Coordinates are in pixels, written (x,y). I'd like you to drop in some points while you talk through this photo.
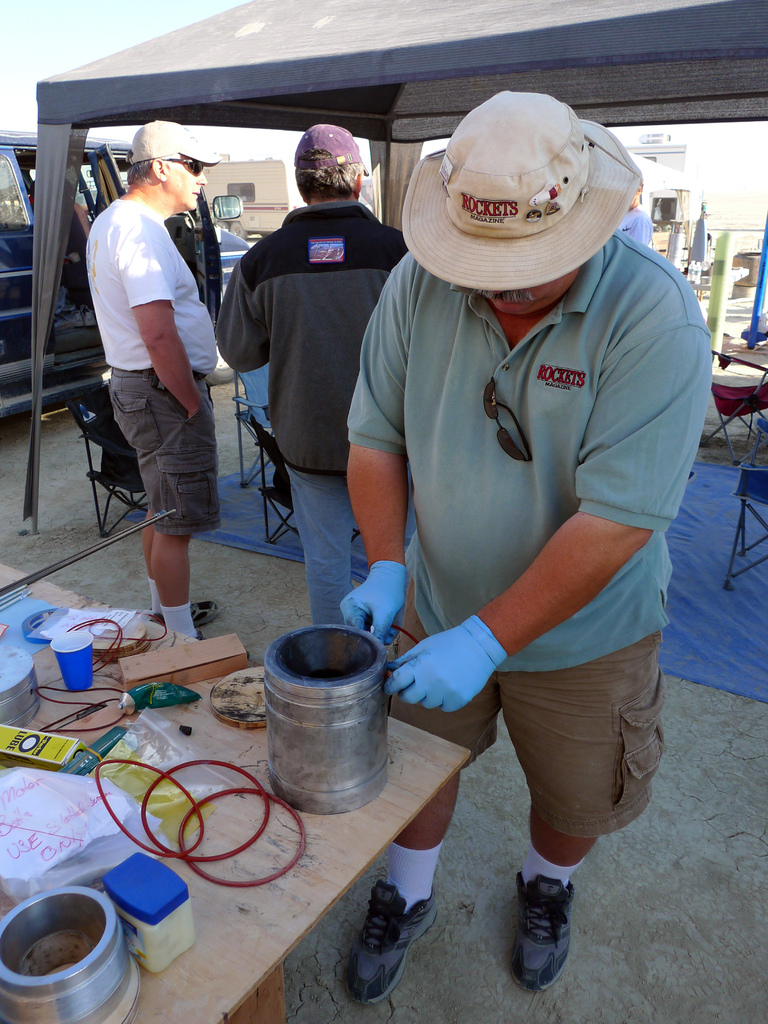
In this picture, we can see three people (281,399) standing on the path (485,760) and in front of the man (432,493) there is a table (331,815) and on the table (336,829) there is a cup (71,677), polythene covers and other items (47,739). Behind the people (374,458) there is a stall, chairs (265,403) and a vehicle (203,246) parked on the path (79,466) and behind the vehicle (89,334) there is a sky (51,29).
